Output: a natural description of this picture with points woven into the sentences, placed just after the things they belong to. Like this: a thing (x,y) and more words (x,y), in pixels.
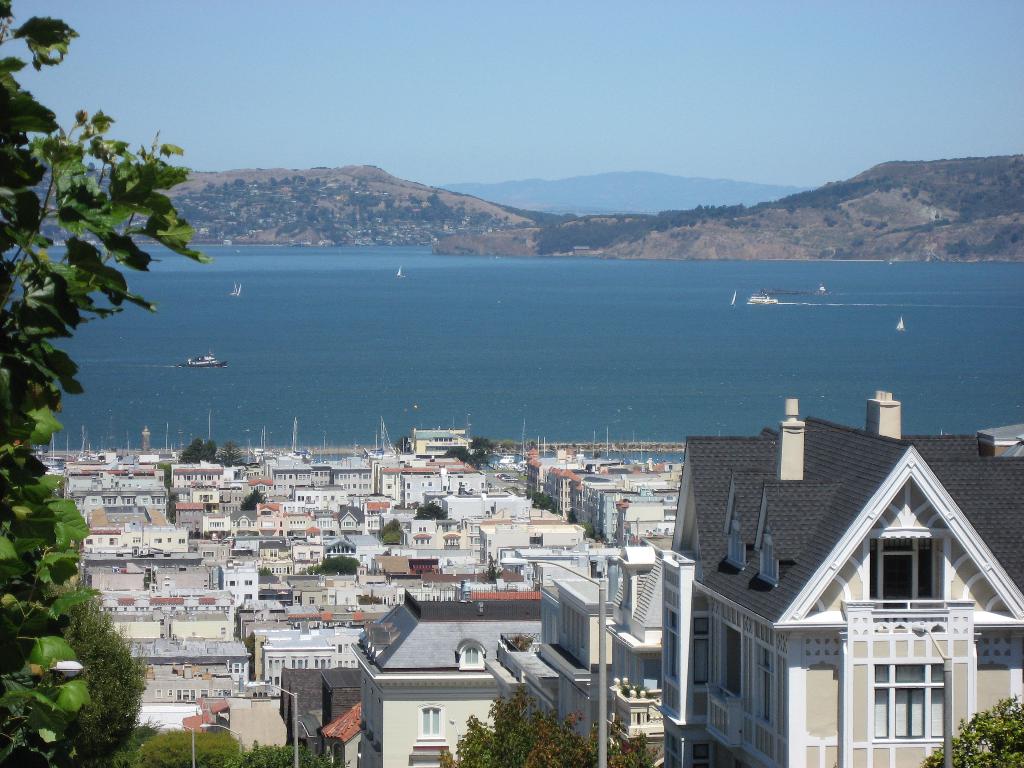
In the background (198,203) we can see the sky (898,113), hills (198,203) and the thicket (198,203). In this picture we can see the boats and the water (531,285). We can see the buildings (397,766), windows (471,666), poles (298,726), lights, trees (568,761) and roof tops (961,477). On the left side of the picture (2,236) we can see the green leaves (11,189).
